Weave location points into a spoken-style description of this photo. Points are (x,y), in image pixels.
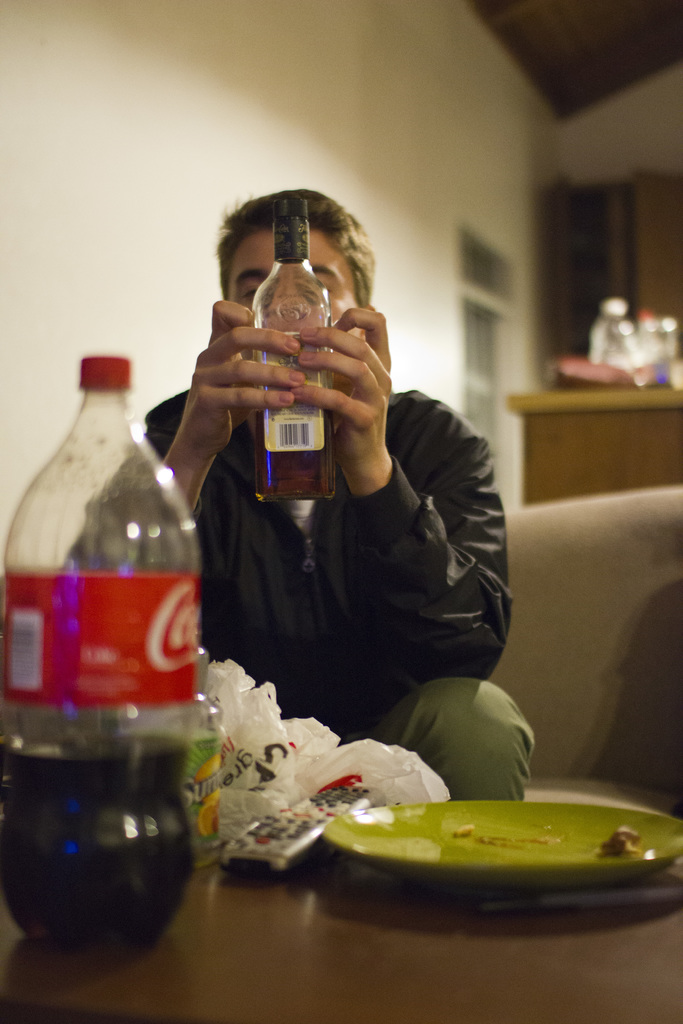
In this image I can see a man (334,267) is holding a bottle (274,430). Here I can see one more bottle (71,717), a remote (277,855) and a plate (598,827).
